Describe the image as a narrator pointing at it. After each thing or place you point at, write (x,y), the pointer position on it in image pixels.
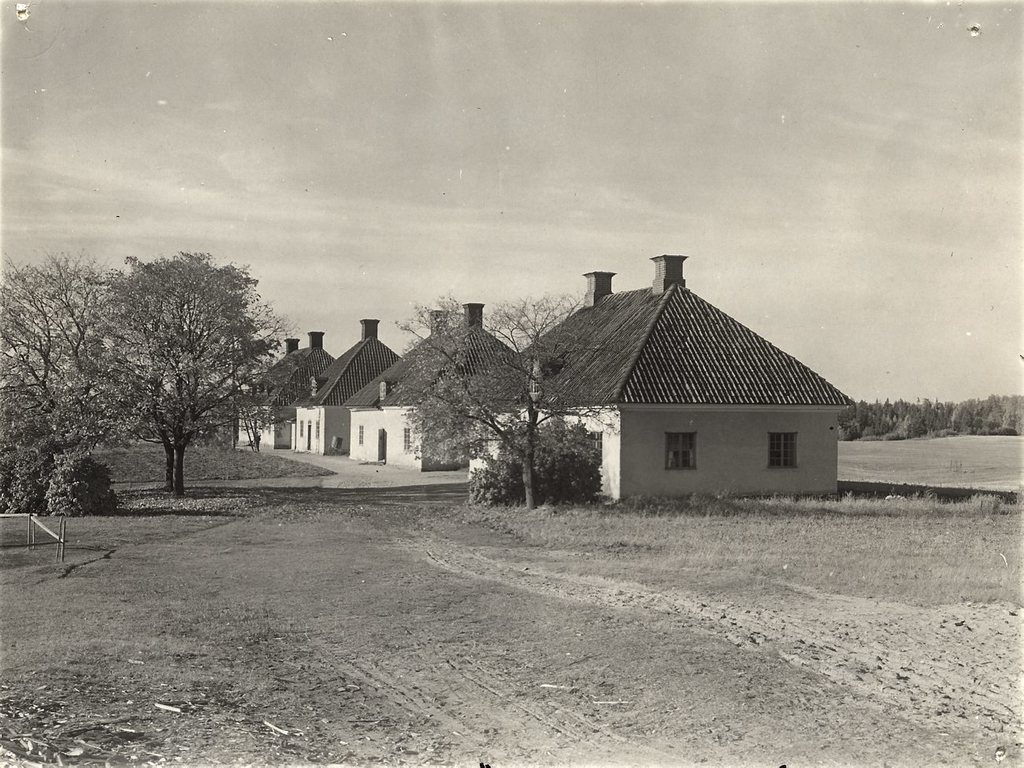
It is a black and white picture. In this picture there are trees (516,445), plants (556,446), houses (568,366) and sky (447,111).
